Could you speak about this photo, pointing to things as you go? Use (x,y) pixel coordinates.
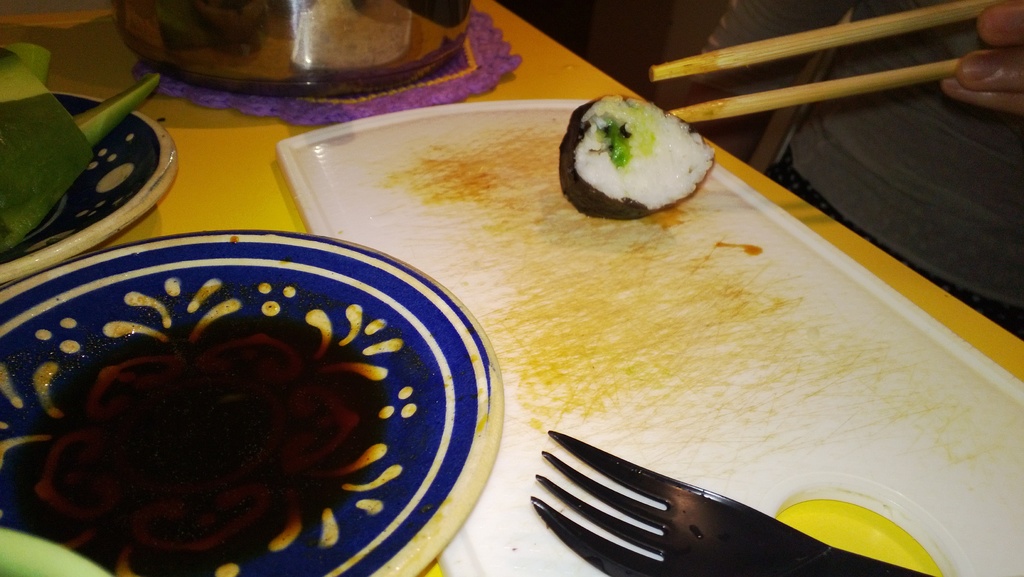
In the center (366,376) we can see table (188,151), on table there is a plate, fork (634,466), vegetable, cloth (381,96), fruit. On the top right (961,81) we can see one human (915,112).
